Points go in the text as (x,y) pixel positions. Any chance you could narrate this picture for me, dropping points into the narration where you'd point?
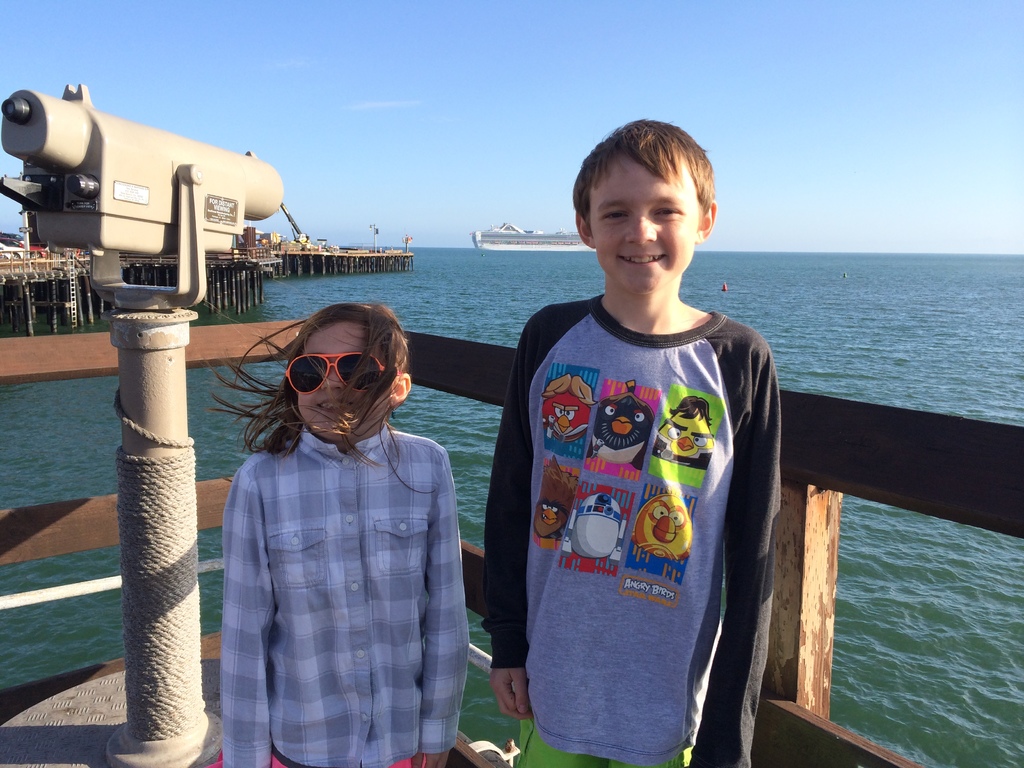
In this image in front (602,615) there are two persons (491,490) wearing a smile on their faces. Beside them there is binocular (167,158). Behind them there is a fence (792,648). On the backside (249,306) there are bridges (256,262). We can see a ship (549,245) in the water (479,282). In the background (458,134) there is the sky (452,69).
